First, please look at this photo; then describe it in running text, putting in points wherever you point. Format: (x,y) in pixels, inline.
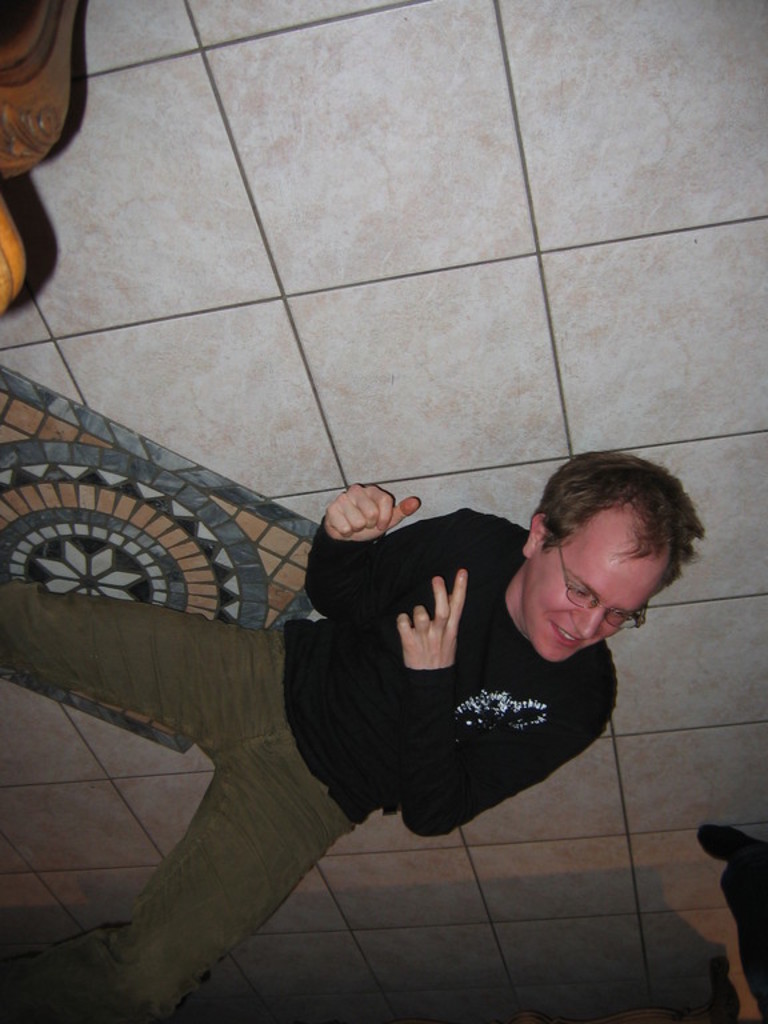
In this image, we can see a person (398,560) lying on the floor (416,289). We can also see some object (31,41) in the top left corner (22,6).
